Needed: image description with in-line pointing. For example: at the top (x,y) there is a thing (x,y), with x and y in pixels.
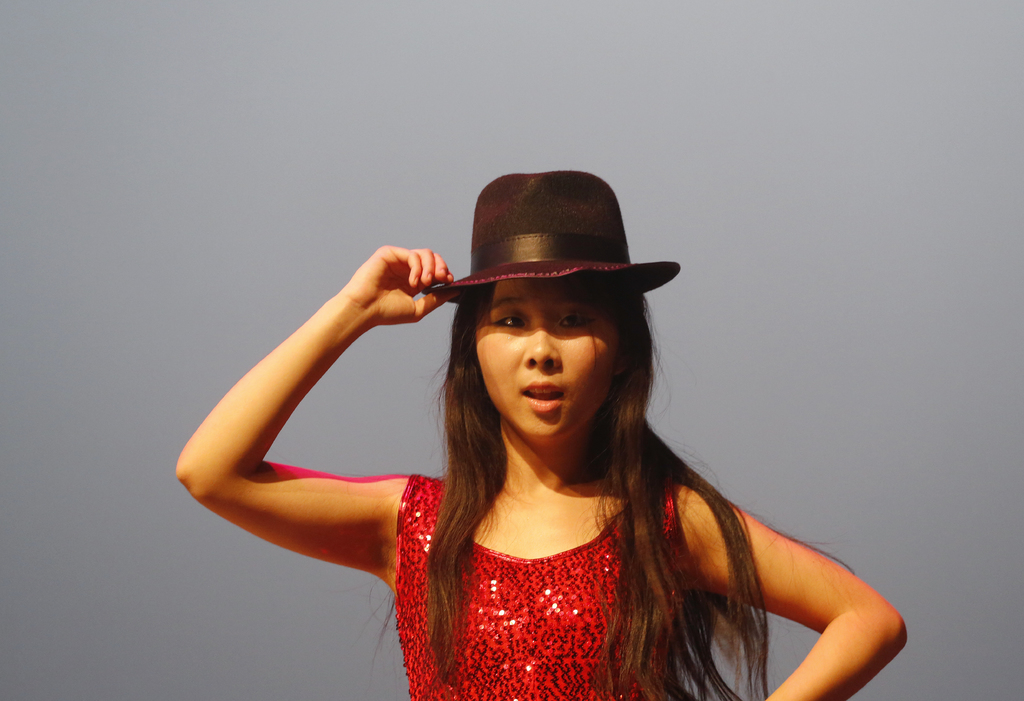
In this image we can see a woman (628,475) wearing a hat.
